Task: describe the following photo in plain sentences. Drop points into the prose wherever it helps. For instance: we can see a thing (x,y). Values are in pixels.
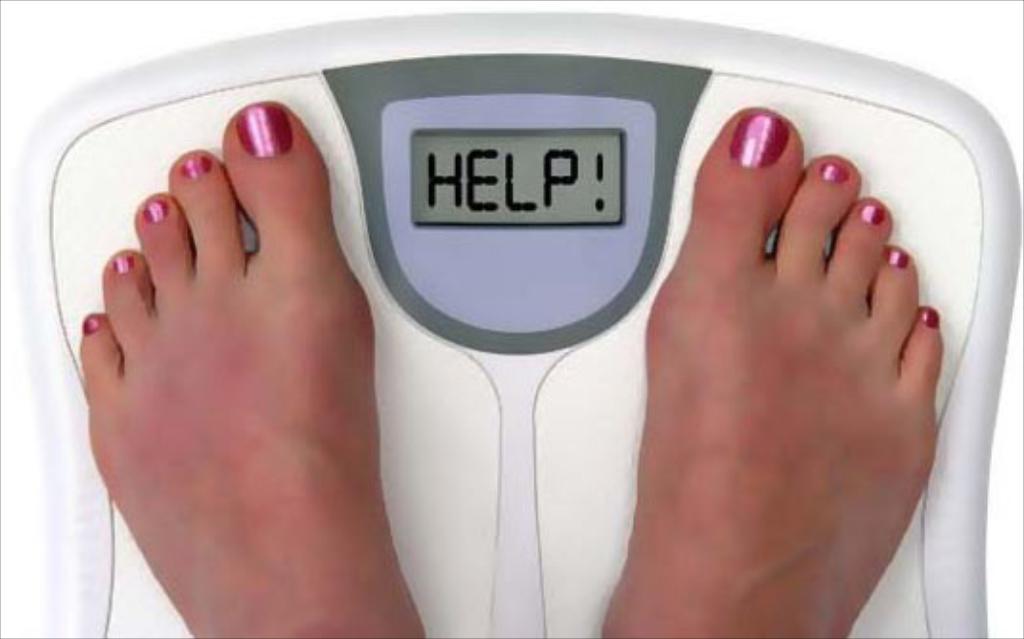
There is a weight checking machine (442,322). On the screen (497,187) something is written. Also we can see a person's foot (356,420) with nail polish (751,154) on the nails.
